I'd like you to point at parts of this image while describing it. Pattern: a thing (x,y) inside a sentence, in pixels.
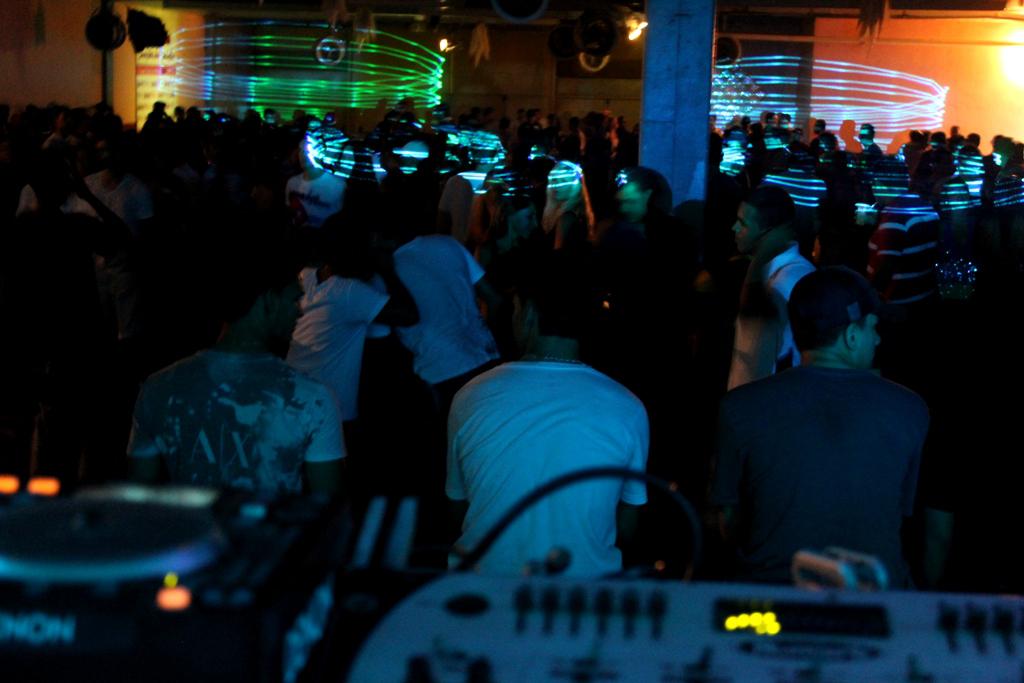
This image is taken indoors. In the background (945,45) there is a wall (912,53) and there are few lights (307,61). In the middle of the image (548,382) there are many people (835,254). There is a pillar (693,129). At the bottom of the image (285,616) there is a DJ player (668,624).
